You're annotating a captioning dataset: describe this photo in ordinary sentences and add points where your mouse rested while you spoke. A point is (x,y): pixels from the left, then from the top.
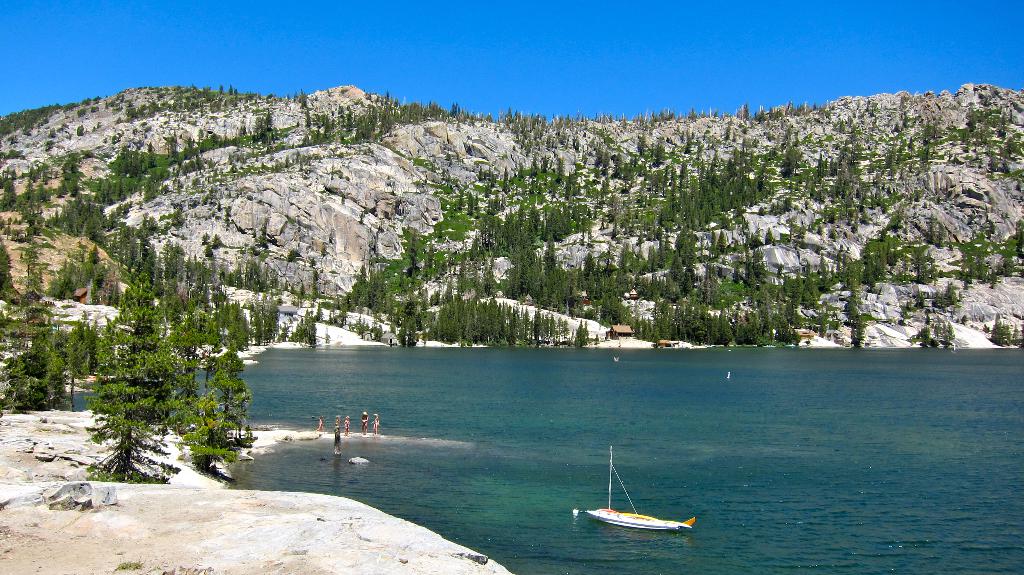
In this picture we can see a boat (694,517) on water (502,510), trees (8,363), mountains (364,199) and some persons (336,436) standing on the ground (127,483) and in the background (552,78) we can see the sky (391,75).
